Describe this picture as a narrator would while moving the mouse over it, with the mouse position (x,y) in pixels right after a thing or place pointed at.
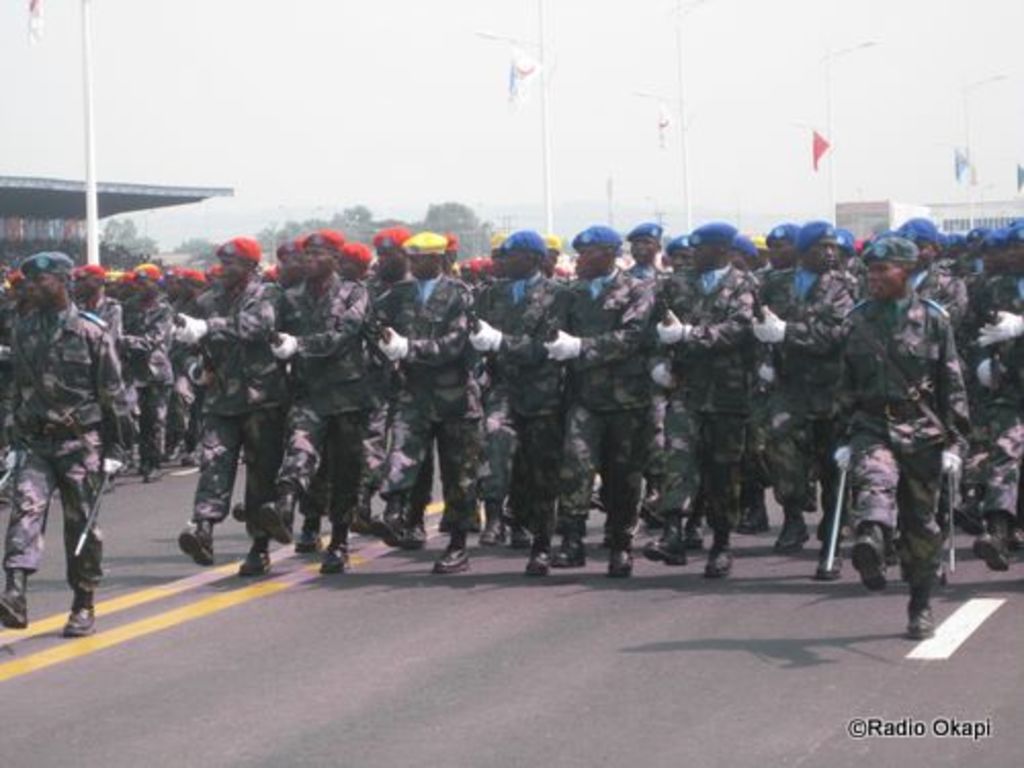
In the middle of the picture (427,298) we can see soldiers (321,298) marching, they are holding guns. At the bottom (374,671) we can see road (607,673). In the background (67,225) there are street lights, flags (528,52), trees (470,217) and buildings (995,208). At the top (321,50) there is sky (171,66).
